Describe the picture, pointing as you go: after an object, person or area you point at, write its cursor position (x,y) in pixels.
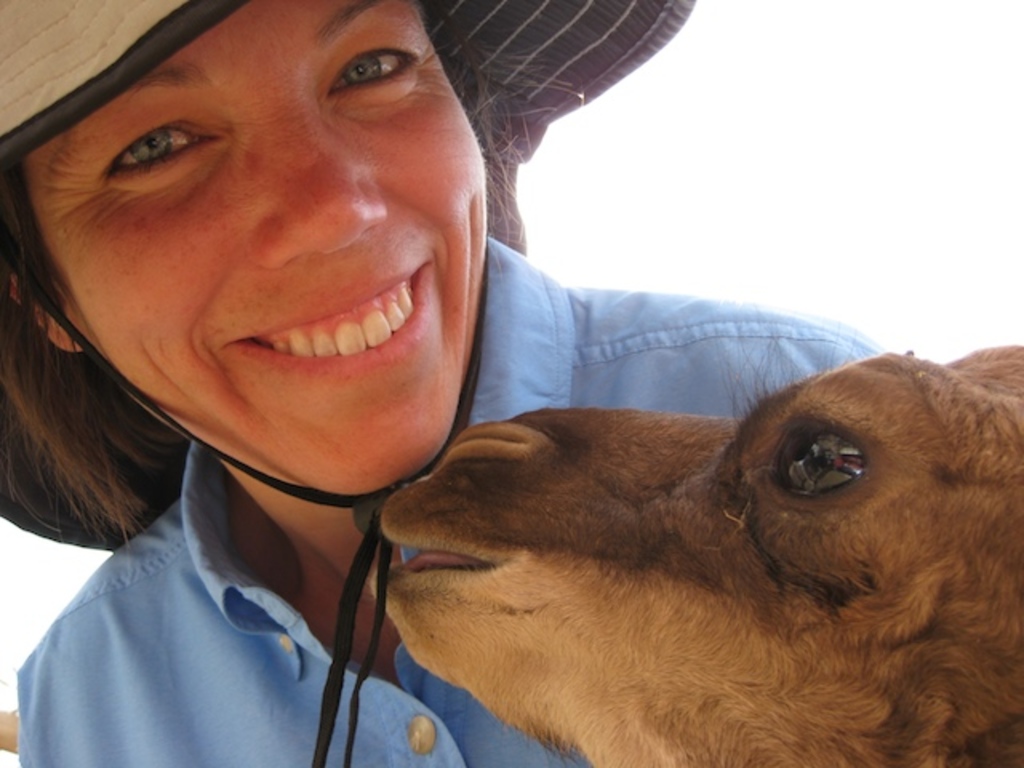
In the foreground of this picture (788,491) we can see an animal (551,633) which seems to be a calf (701,532). On the left (134,6) there is a person (167,511) wearing a shirt (140,639) and a hat (71,29) and smiling. The background of the image (812,74) is white in color.
